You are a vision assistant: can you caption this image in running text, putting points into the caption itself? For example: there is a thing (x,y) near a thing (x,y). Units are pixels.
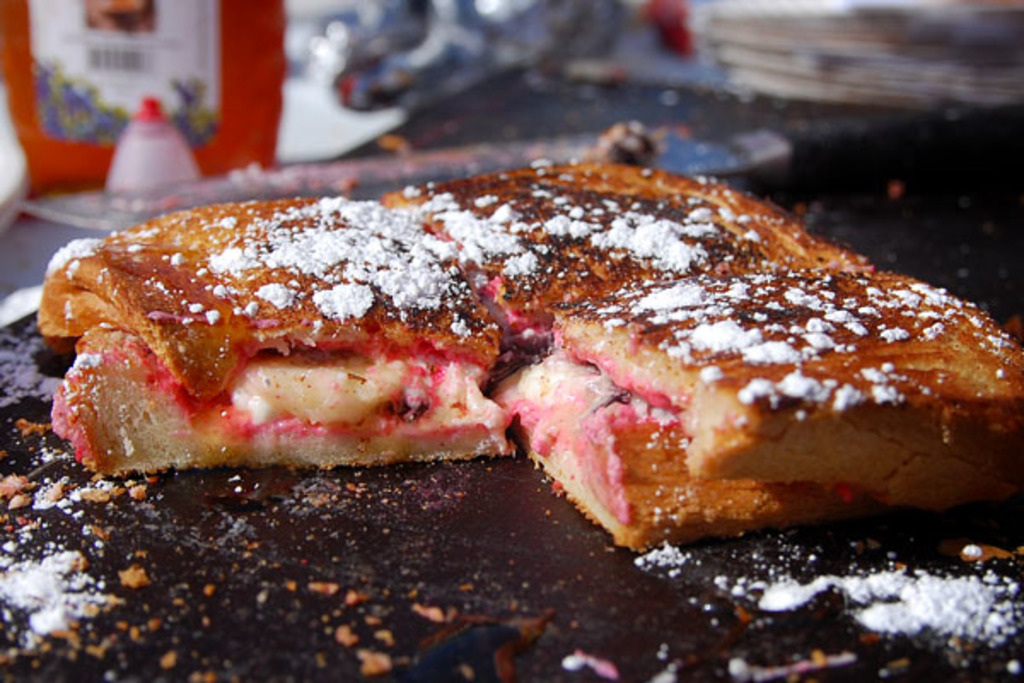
This picture shows food (285,450) and we see a table (484,91) on the side.
